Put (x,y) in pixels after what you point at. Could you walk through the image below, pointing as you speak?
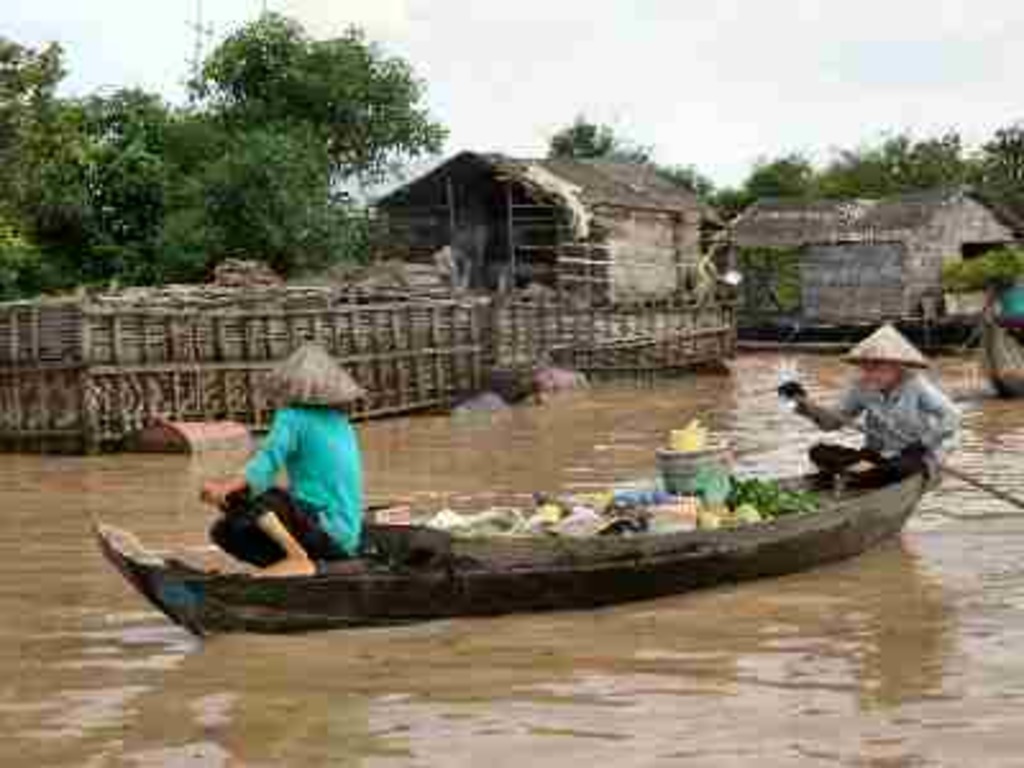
In this image I can see two people (314,522) sitting on the boat (533,544). These people (347,536) are wearing the different color dresses (933,437). I can see few more objects (648,500) on the boat (562,532). In the background (546,224) I can see the houses (518,206), many trees (242,90) and the sky (567,57).
